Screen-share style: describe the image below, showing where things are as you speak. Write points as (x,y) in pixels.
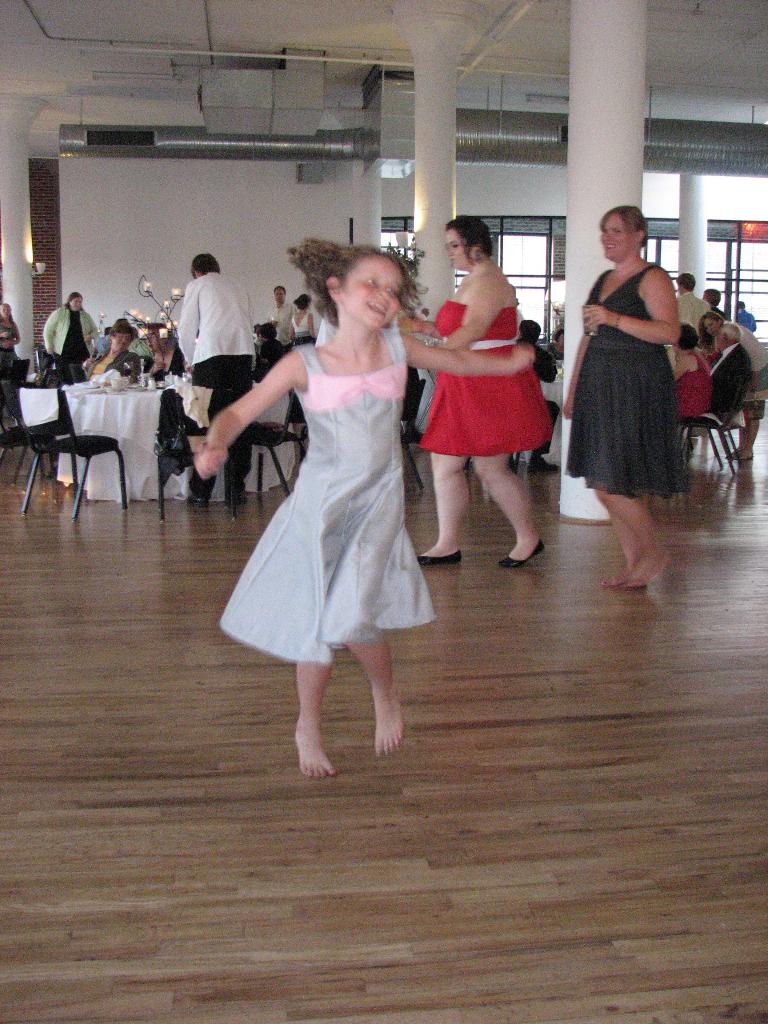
This image is clicked at some restaurant (238,407). In the middle (317,428) there is a girl (335,558) dancing. On the right (621,289) two women (609,289) are walking. In the back ground (539,456) there are table (156,431), chairs (62,416), some people (197,478), pillar (440,267) and wall (213,235).
